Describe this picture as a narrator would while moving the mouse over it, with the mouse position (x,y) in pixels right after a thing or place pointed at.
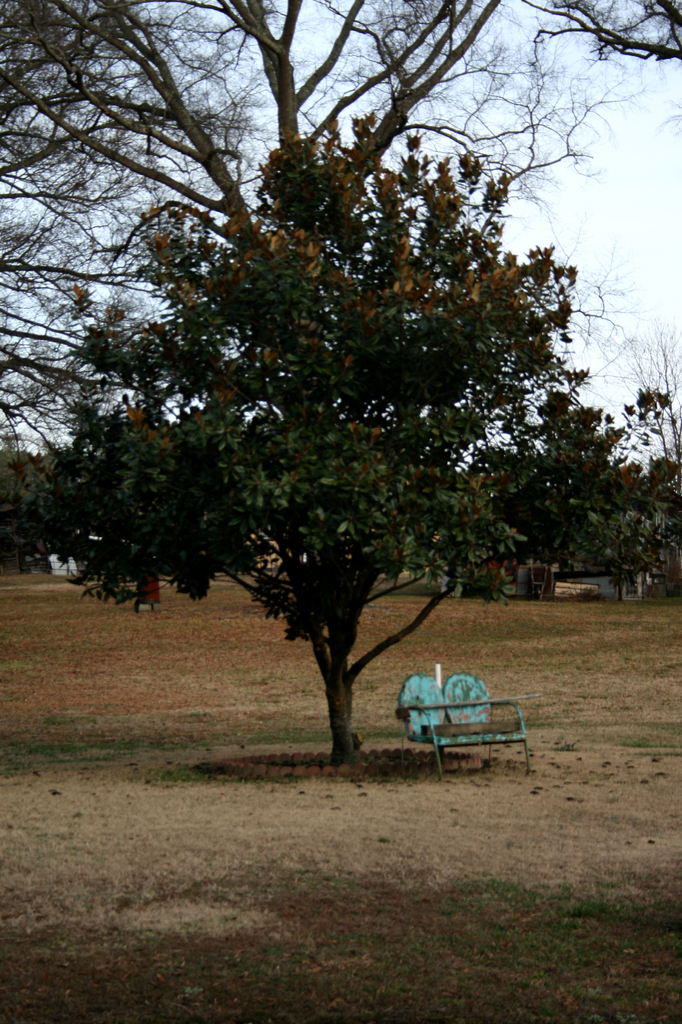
In this image in the center (263,462) there is one tree (433,294), and beside the tree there is one bench (433,730) and in the background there are some houses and trees (12,493). At the bottom (132,902) there is grass (539,833) and sand (541,862), and at the top (500,130) there is sky (537,146).
